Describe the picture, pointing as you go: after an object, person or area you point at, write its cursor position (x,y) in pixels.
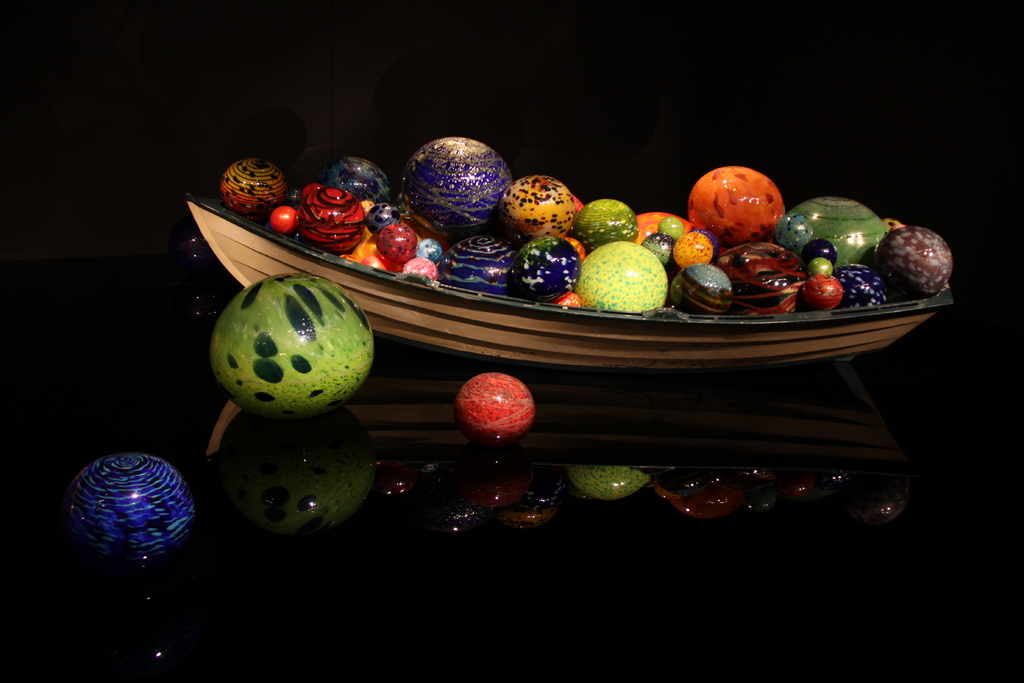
In this picture we can see a few colorful balls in a boat shaped object (252,262). There are balls (489,394) on the black surface (511,469).
